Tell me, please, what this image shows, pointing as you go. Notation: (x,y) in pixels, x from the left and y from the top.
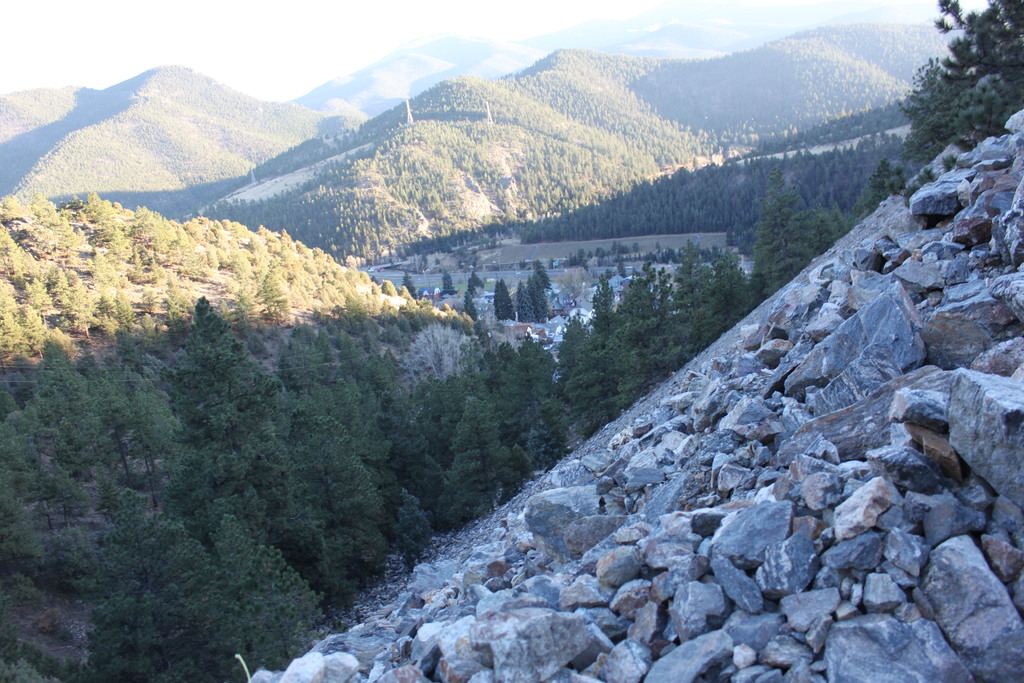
In this image we can see the rocks (756,500). And we can see the mountains (318,170). And we can see the houses (437,292). And we can see the towers (490,113). And we can see the sky (276,44). And we can see the sunlight (76,273).
